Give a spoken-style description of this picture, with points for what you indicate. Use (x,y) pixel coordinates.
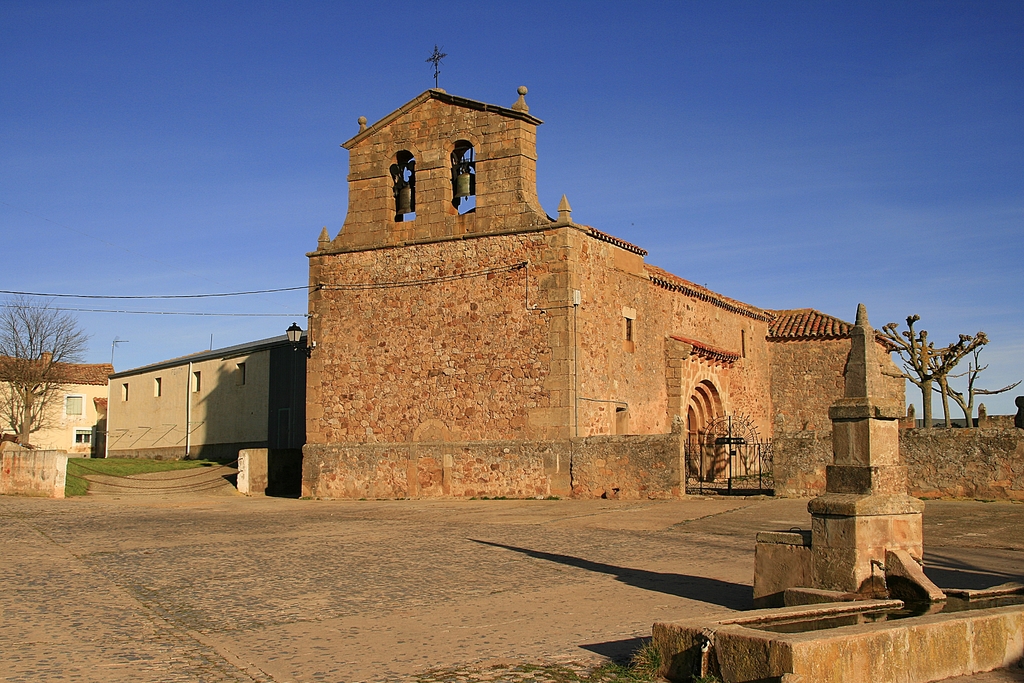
In this image there is a gate (714,453). There are buildings (163,407), trees (946,419) and sky (862,82).
